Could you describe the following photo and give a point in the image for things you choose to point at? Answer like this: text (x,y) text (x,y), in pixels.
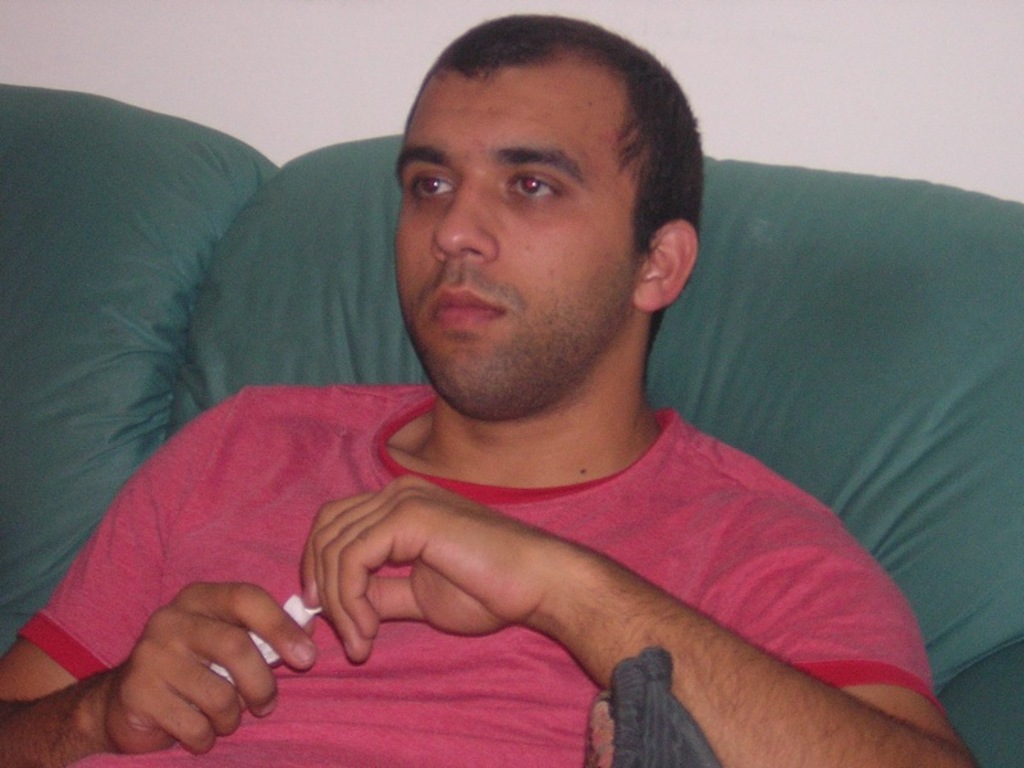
In the center of the image (492,504) we can see one person (525,595) sitting on the couch (924,284) and he is holding some object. In front of him, we can see one ash color object (619,758). In the background (938,317) there is a wall (393,50) and a couch (953,324), which is in green color.
